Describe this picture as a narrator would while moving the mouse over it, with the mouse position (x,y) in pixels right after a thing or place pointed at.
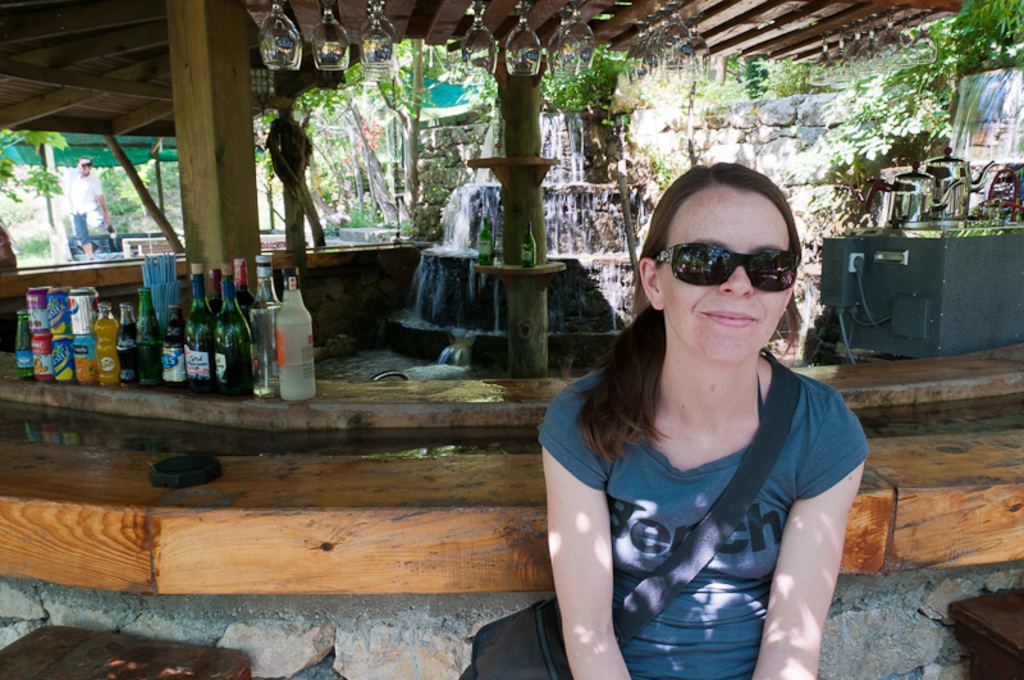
In this image I see a woman (802,381) who is smiling and she is sitting, I can also see she is carrying a bag (777,363). In the background (224,293) I see the bottles (276,311) and cans (92,333) and I see few utensils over here and I see the waterfall (1008,117), stones (770,106), trees (558,67) and another person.
